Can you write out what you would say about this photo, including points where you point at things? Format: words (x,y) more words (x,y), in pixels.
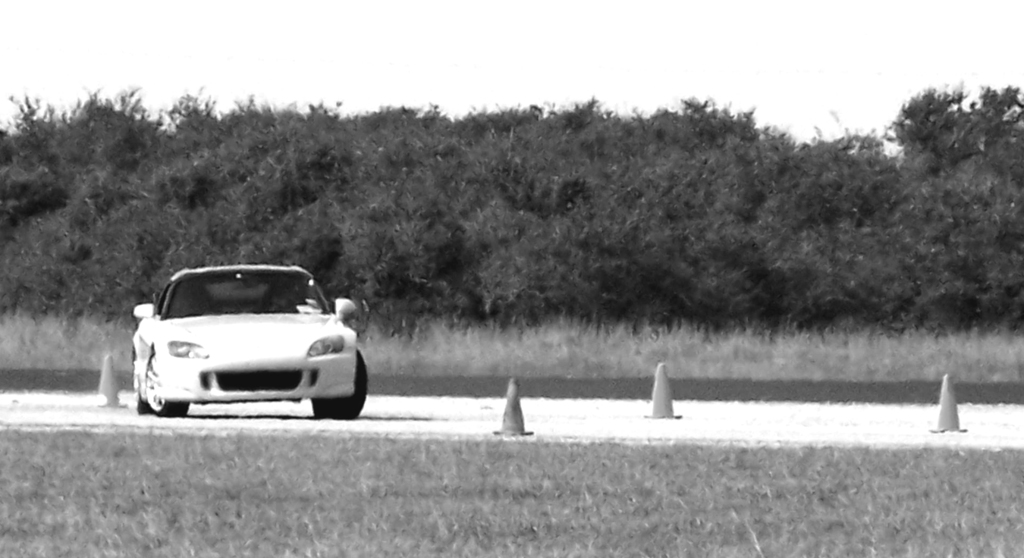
This is a black and white image. At the background of the image (124,144) there are trees (799,276). At the bottom of the image (195,548) there is grass (433,539). There is a white color car (336,416) in the image. There are safety cones (523,434) in the image.
